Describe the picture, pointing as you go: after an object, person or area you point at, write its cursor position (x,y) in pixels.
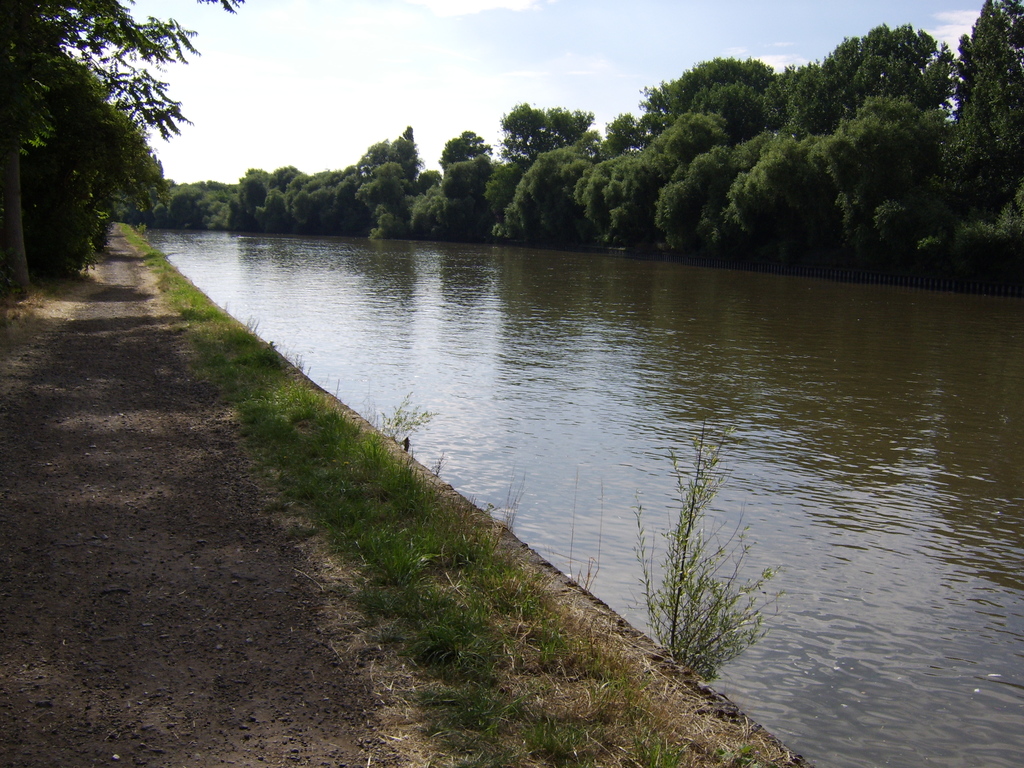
In this image I can see the water (676,431). On both sides of the water (446,330) I can see the grass (586,757) and many trees (840,193). In the background (482,3) I can see the clouds (404,50) and the sky (394,44).
